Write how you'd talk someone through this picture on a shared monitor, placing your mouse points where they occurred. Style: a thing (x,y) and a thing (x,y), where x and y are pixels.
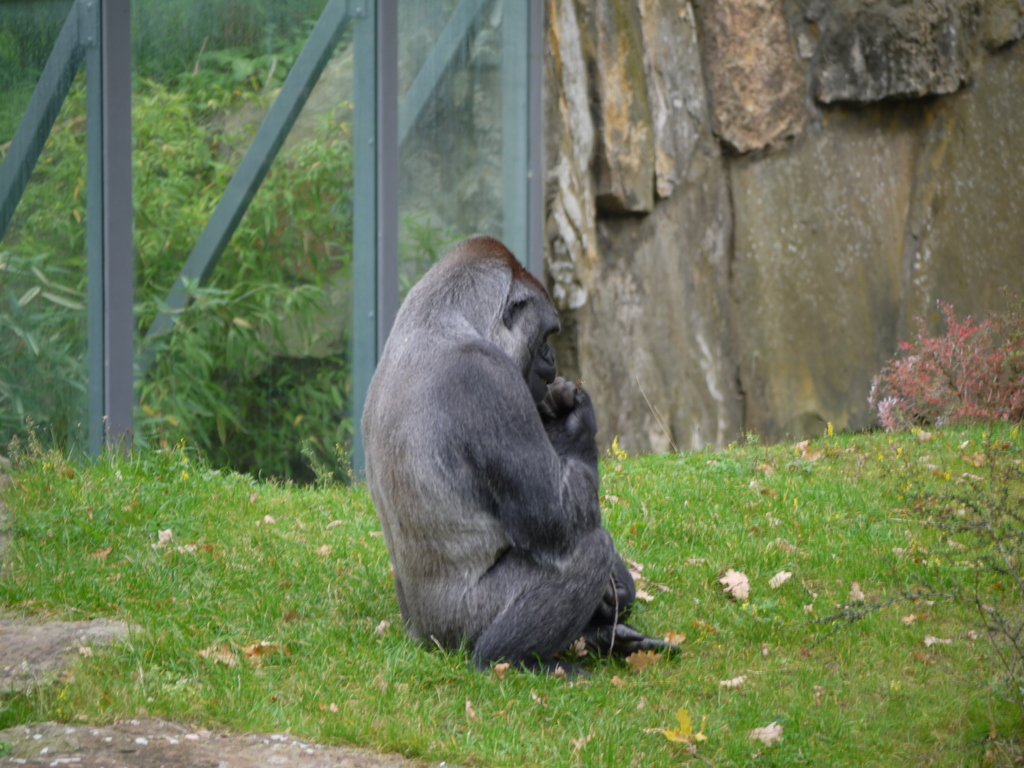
In this picture we can see a gorilla (455,299) sitting on grass (452,687), trees (150,91), rods (4,190) and in the background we can see wall (810,149).
